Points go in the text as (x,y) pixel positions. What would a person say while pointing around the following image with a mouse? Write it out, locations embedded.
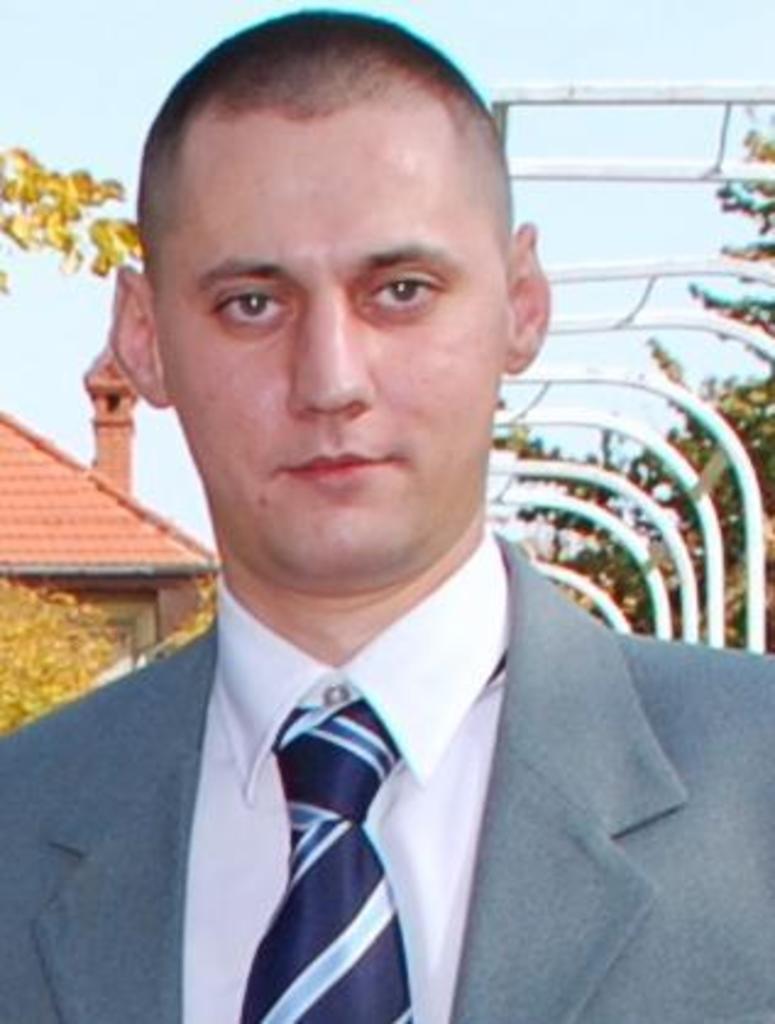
In this picture there is a man (611,793) wearing grey color suit (628,886) and blue tie (351,861), giving a pose into the camera. Behind there is a red color roofing tile (129,533) and white metal frame (633,378). In the background (703,432) there are some tree (674,577).
